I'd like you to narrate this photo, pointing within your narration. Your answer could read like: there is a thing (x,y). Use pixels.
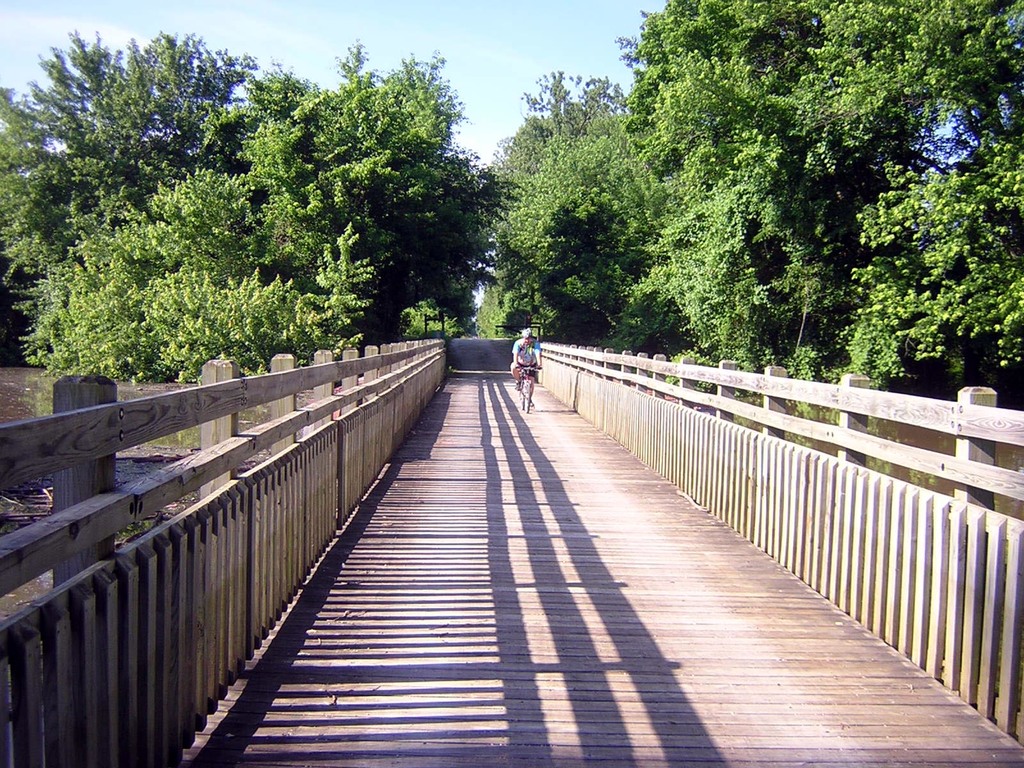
This image is clicked on a wooden bridge (735,610). There is a person (533,366) riding bicycle (527,391) on the bridge (528,426). On the either sides of the bridge (970,435) there is the water (919,440) on the ground (37,379). In the background (253,178) there are trees (757,165). At the top (432,22) there is the sky (363,13).
